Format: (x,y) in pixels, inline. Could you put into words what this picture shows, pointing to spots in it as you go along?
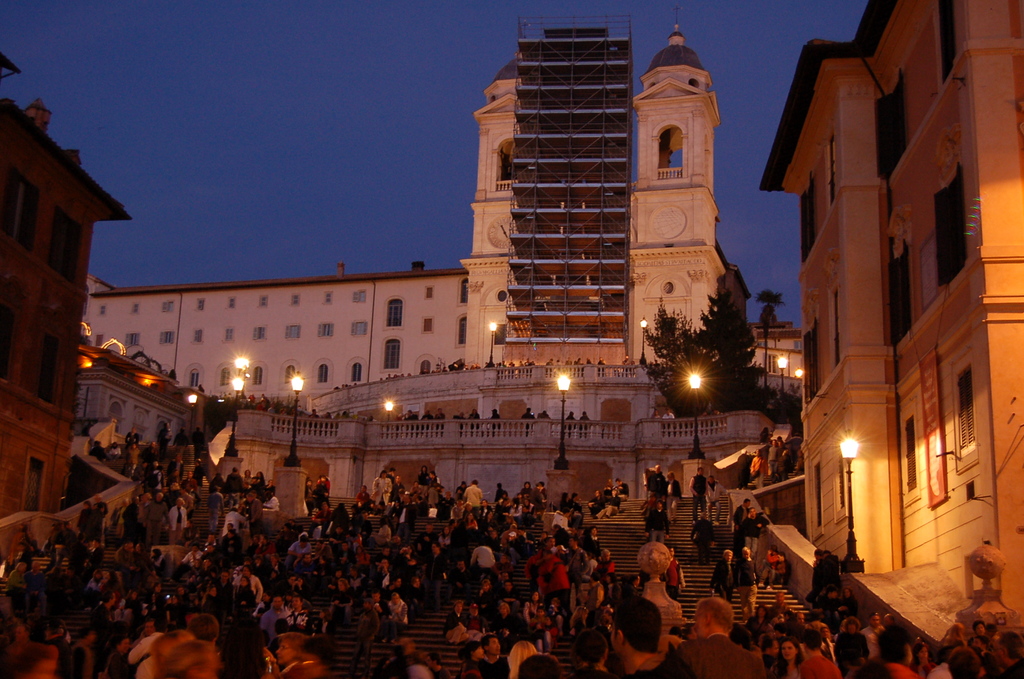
In this picture I can see three buildings (338,362) with stairs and the persons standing on it. There are some poles (294,413) attached with lights (301,381), Beside the building (287,381) there are some trees (726,344). And at the top (360,109) there is a sky (427,110).
